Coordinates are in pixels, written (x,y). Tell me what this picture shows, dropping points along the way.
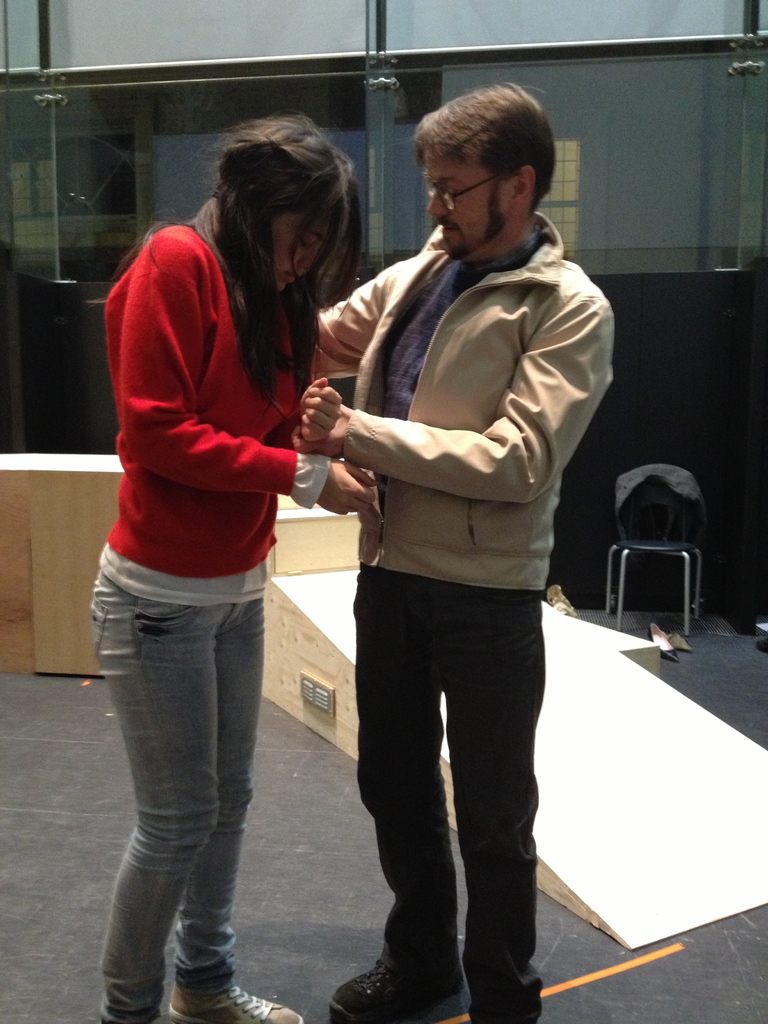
This is the picture of a place where we have a lady (206,365) in red top (167,359) and a guy (438,581) who is wearing jacket (530,490) and behind there is something.
